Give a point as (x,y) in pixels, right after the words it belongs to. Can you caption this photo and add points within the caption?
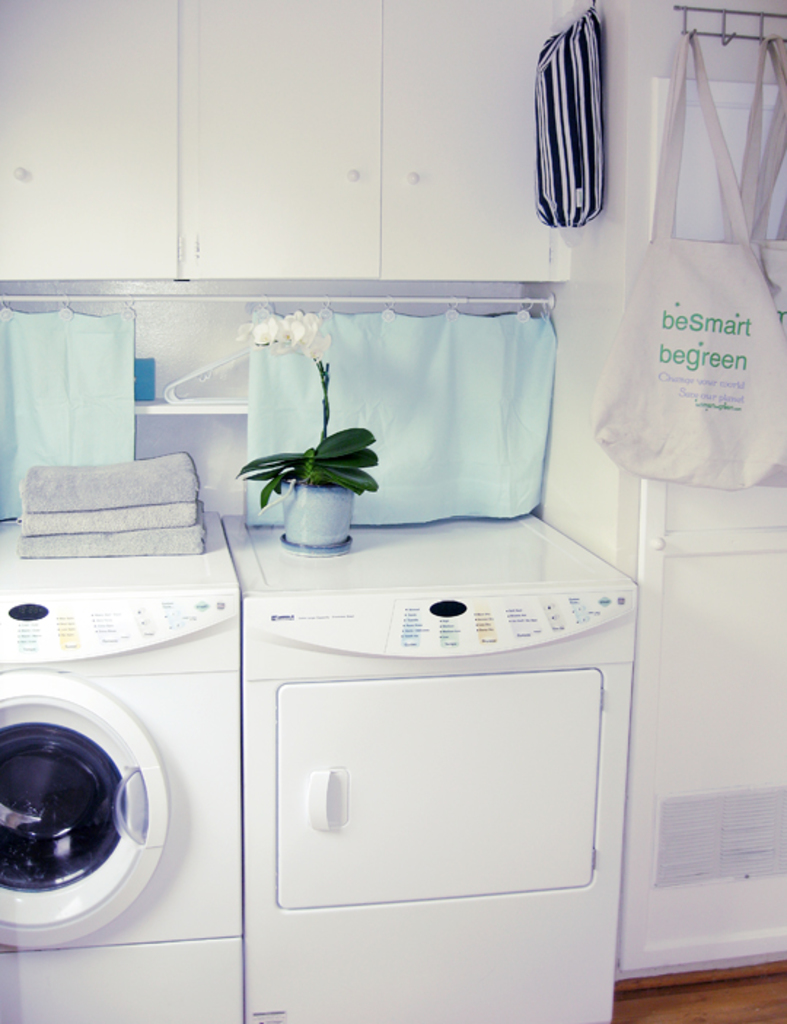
In this image I can see two washing machines (210,760). We can see towels (62,521) and small plant (337,480) on it. Back I can see blue color curtain (338,389). The bags (700,380) are attached to the wall (240,383). The wall (625,89) is in white color.
